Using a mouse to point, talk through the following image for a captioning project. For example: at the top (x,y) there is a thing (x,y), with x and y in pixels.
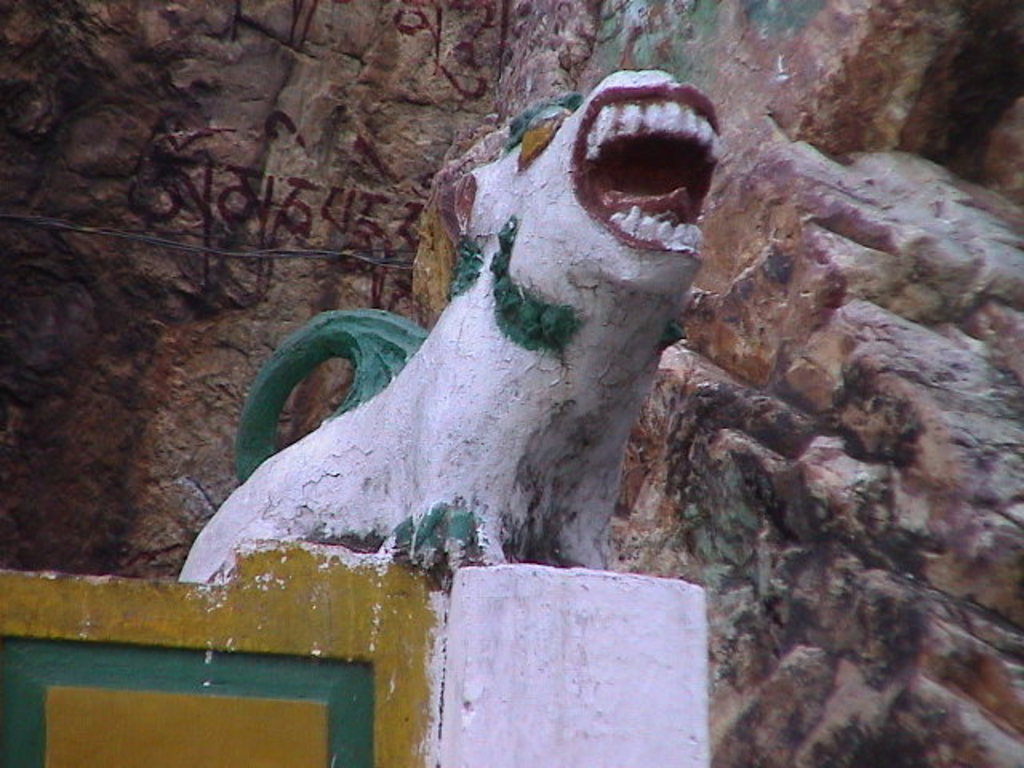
There is a statue (597,393). Behind that there is a stone wall (834,175).
